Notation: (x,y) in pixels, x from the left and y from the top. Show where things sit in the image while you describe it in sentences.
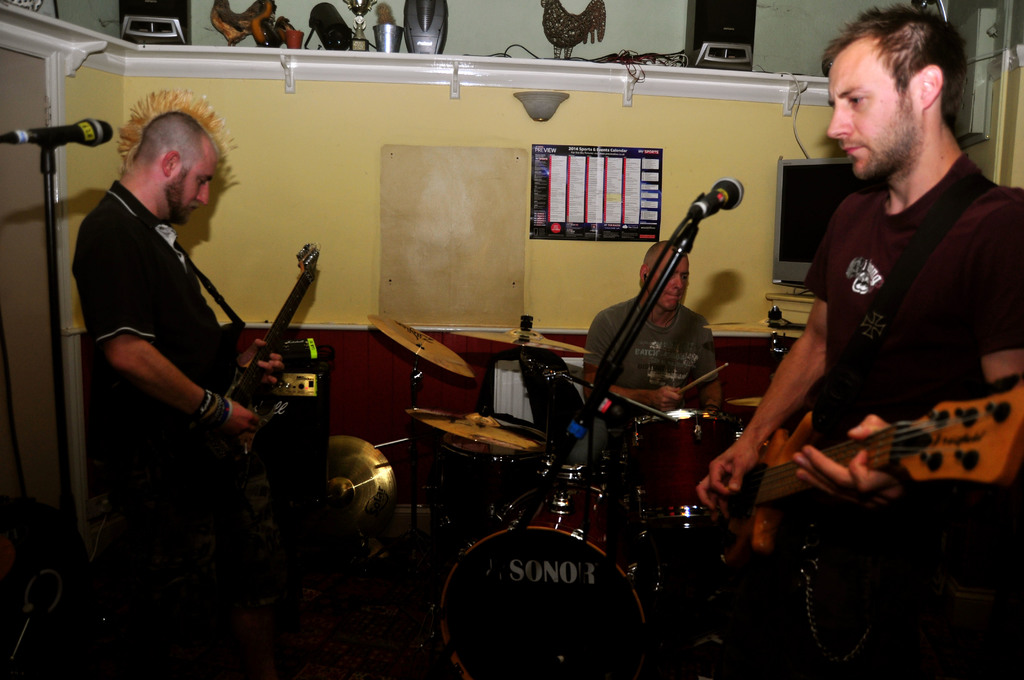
In this picture there is a man (869,386) playing guitar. There is also other man (131,288) who is holding a guitar (220,431). There is a person (654,370) who is holding a stick (678,388) and sitting on the chair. There is a mic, drum (636,454) and other musical instruments (415,420). There is a cup (398,41), showpiece (556,15) and other objects (329,39) on the shelf (206,50). There is a television (799,220).
